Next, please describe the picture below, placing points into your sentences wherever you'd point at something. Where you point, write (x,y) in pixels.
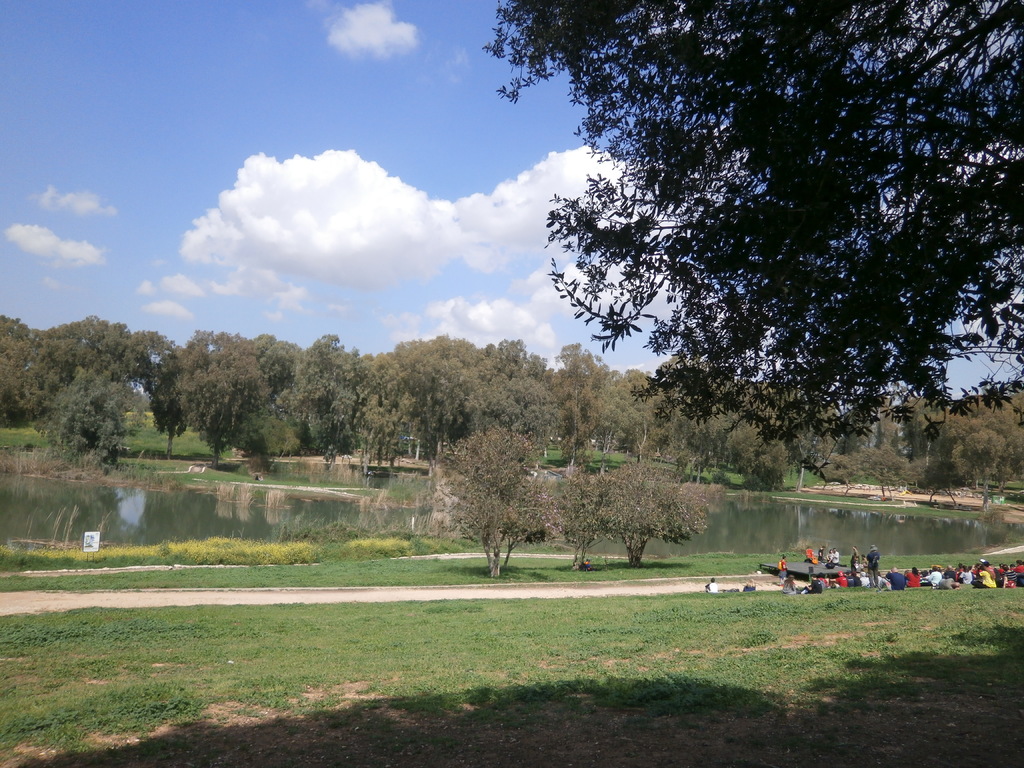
In the foreground of the picture (511,627) there are people (950,577), grass (926,610), soil (304,716) and tree (1004,288). In the center of the picture (523,403) there are trees (377,443), lake (366,512), plants (351,545), path (741,585) and grass (292,565). Sky (377,196) is cloudy and it is sunny.
